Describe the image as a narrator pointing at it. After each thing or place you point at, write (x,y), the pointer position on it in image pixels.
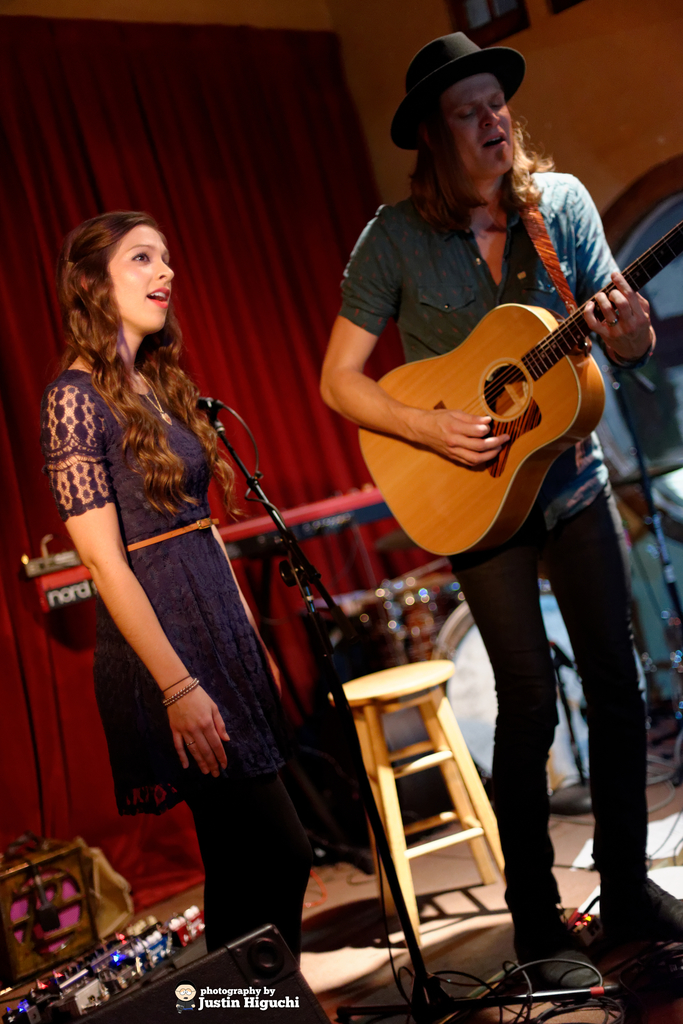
In this image, on the right side (632,871) there is a man (499,194) who is standing and holding a music instrument (519,342), In the middle (433,680) there is a stool (453,773) of yellow color, on the left side (220,771) there is a woman (205,695) standing and she is singing in microphone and in the background (314,454) there is a wall (271,147) covered by a red curtain (184,166).
